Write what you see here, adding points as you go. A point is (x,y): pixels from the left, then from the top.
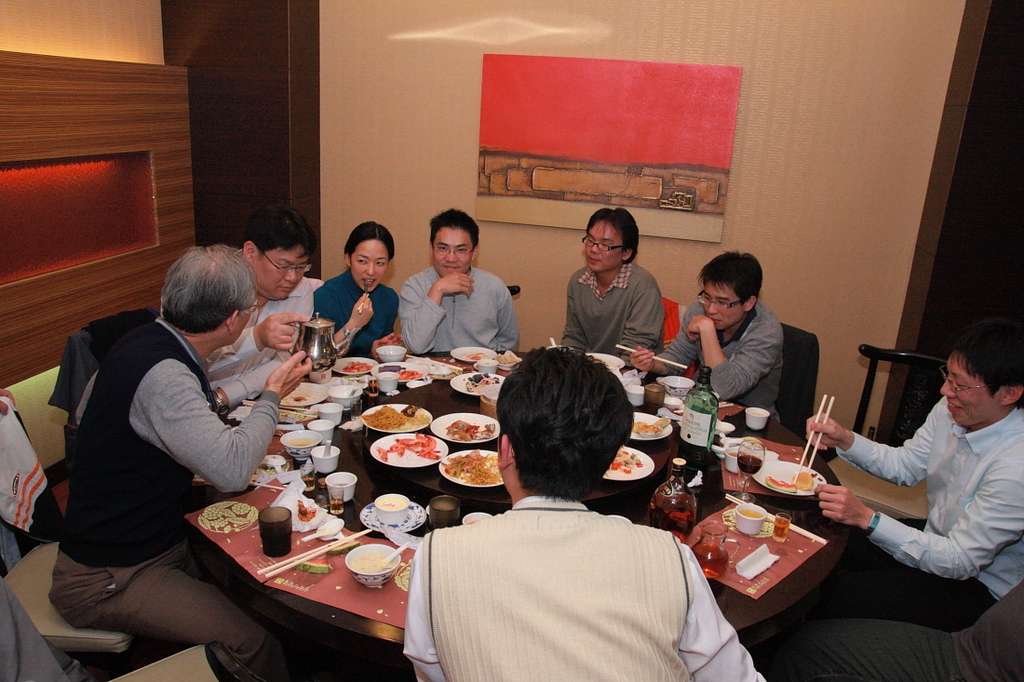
In this image i can see a group of persons (506,622) sitting on a chair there are few plates (391,460), food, glasses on a table (382,489) at the back ground (358,62) i can see a wooden wall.
